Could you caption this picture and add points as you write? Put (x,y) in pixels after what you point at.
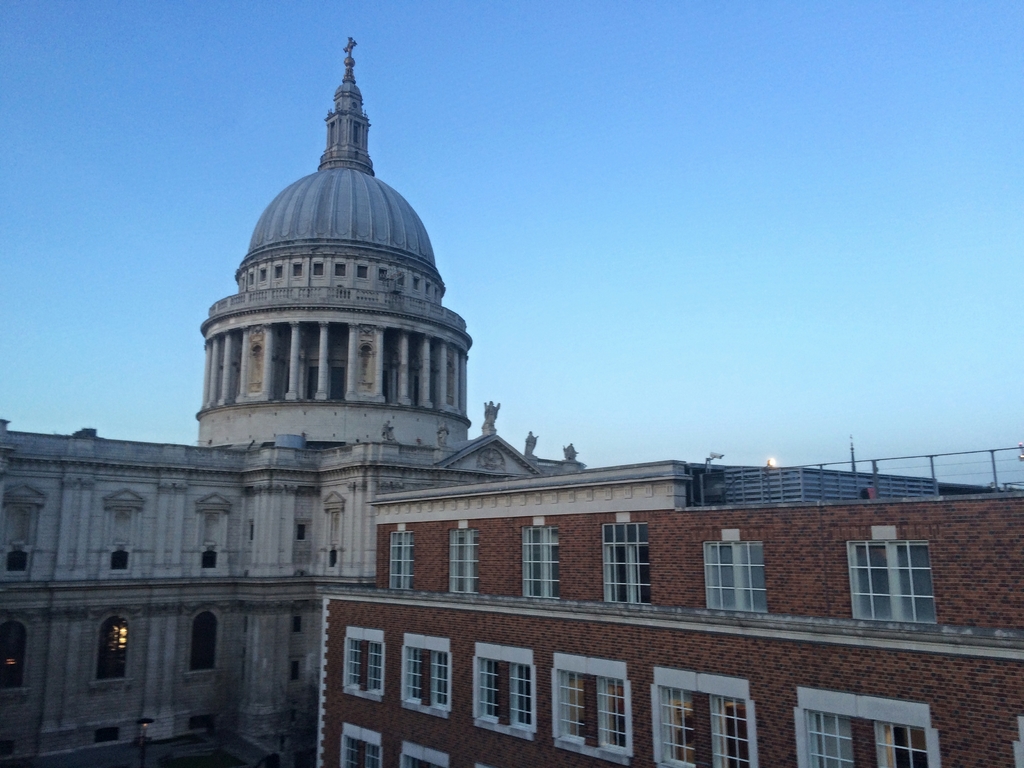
In this picture I can observe a building (265,536). On the top of the building (325,202) I can observe a dome (323,211). In the background (717,213) there is sky (669,234).
